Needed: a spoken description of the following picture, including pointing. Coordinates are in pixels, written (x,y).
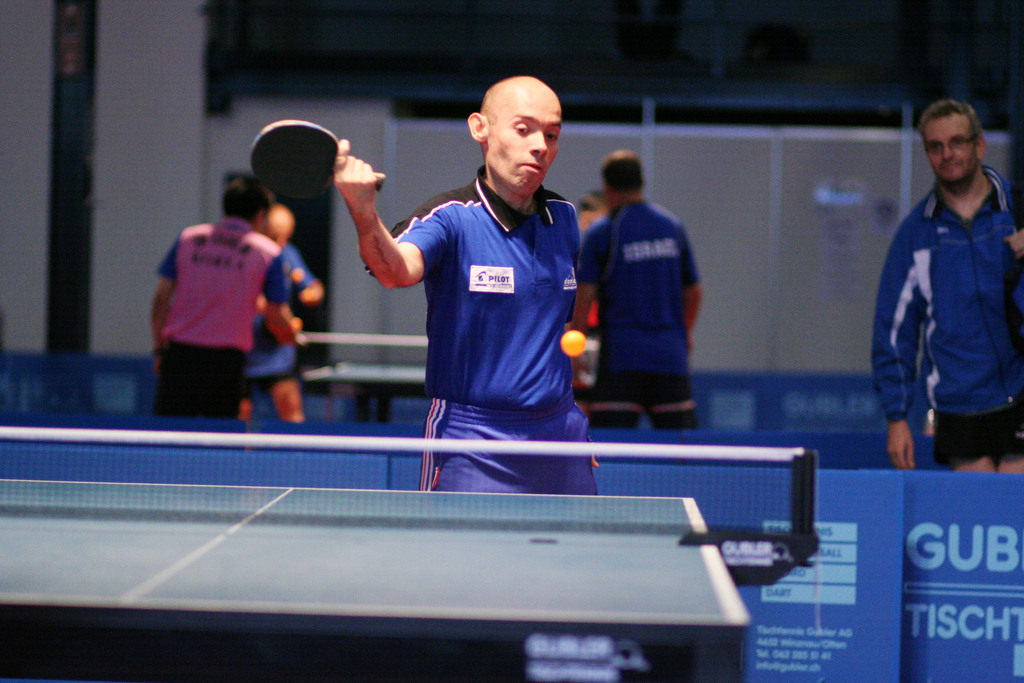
In the image we can see there is a table tennis table (480,504) and there is a ball (574,347) and there is a table tennis racket (321,174) in the man's hand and behind him there are another people (581,298). Here the man (950,235) is looking at the person (531,234) who is playing here and the person (499,339) is wearing blue colour uniform (536,394).
